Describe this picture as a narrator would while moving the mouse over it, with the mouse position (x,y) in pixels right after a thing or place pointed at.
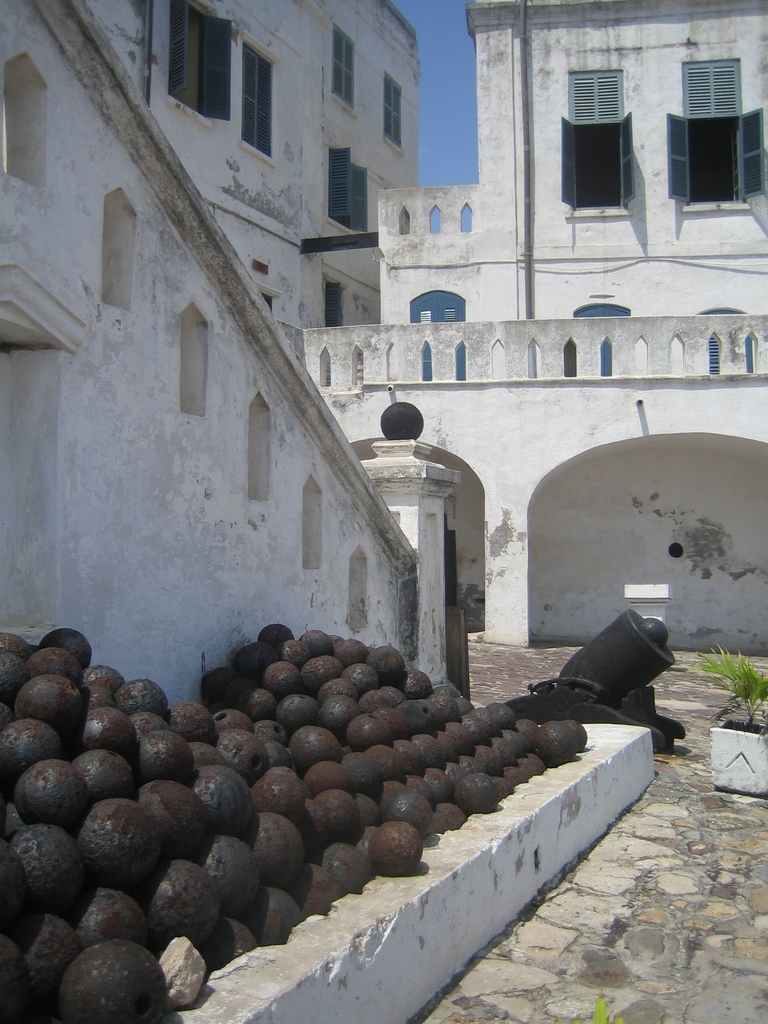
This image is taken outdoors. At the bottom of the image (607,934) there is a floor (651,950). On the left side of the image (135,804) there are many bullets (19,746). On the right side of the image (755,697) there is a plant (739,704) in the pot (723,766). In the middle of the image (421,511) there are two buildings (447,261) with wall (456,371) and windows (266,132) and there is a cannon (605,681) on the ground (692,826).
